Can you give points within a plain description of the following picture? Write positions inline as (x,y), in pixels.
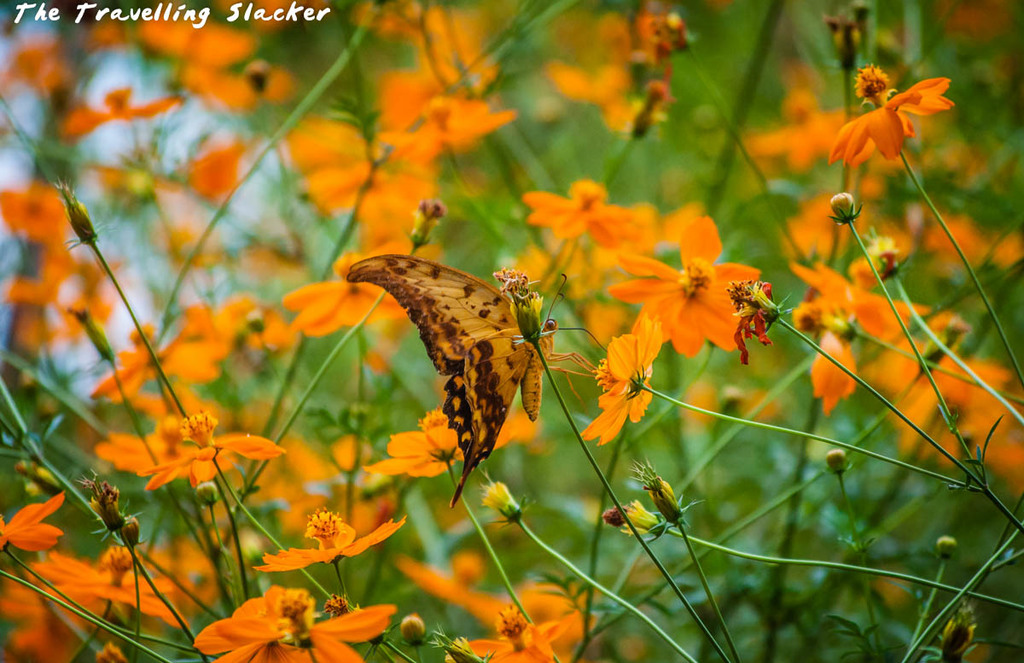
In the image we can see the butterfly (548,346), flowers (614,297) and the background (754,87) is blurred, and on the top left (155,7) we can see the watermark (126,17).
